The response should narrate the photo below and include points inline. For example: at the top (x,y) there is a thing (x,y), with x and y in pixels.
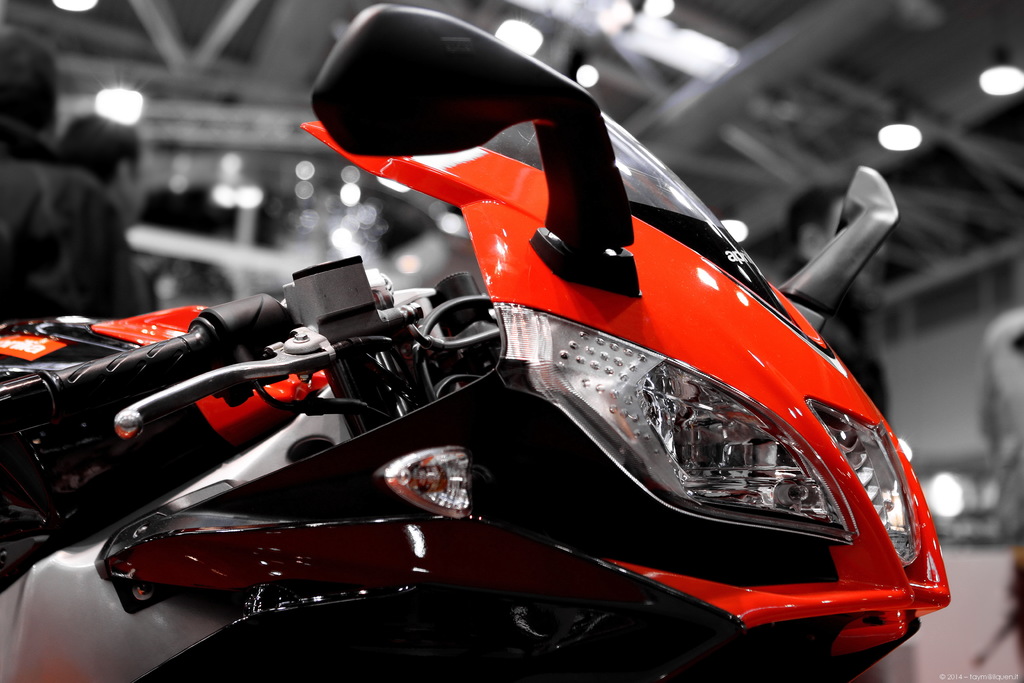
In this image we can see a motor bike (329,434), at the top of the roof (298,131), we can see some metal poles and lights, also we can see few persons (88,146).
